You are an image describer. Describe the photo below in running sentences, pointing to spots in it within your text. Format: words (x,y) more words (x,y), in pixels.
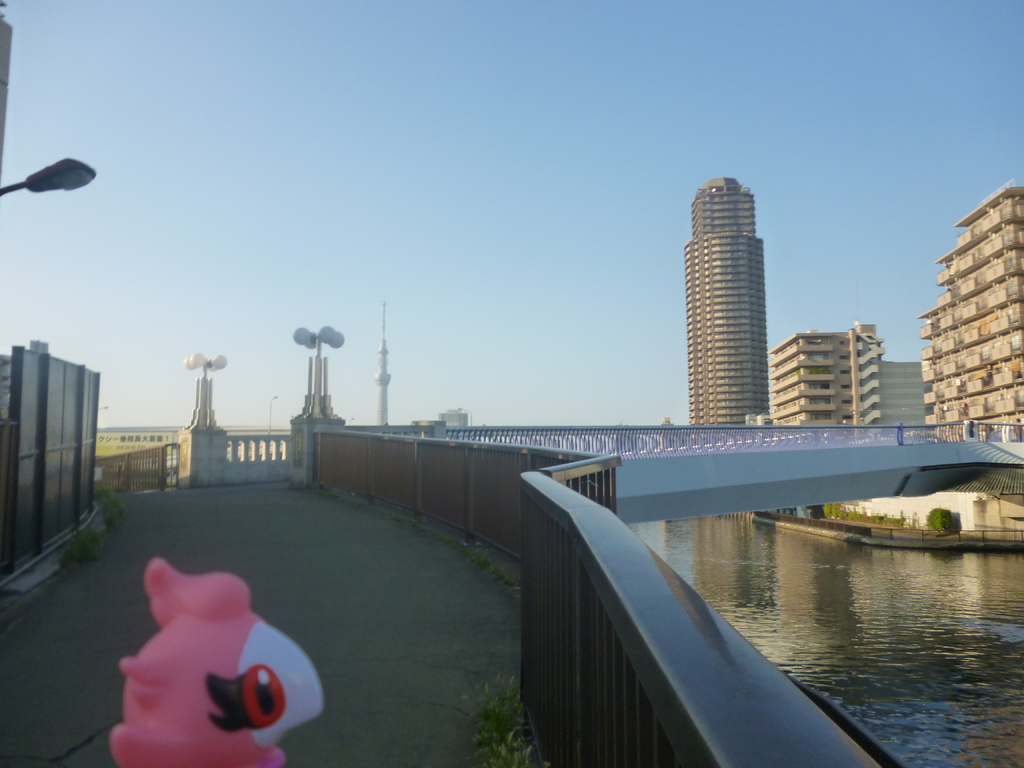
In the center of the image (591,433) there is water (826,589) and we can see a bridge (750,494). At the left side of the image (191,565) there is a road (359,566). Beside the road (389,526) there is a metal fence (549,554) and we can see a lights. On the right side of the image (731,294) there are buildings (860,350). In the background of the image (791,324) there is sky (661,285).
